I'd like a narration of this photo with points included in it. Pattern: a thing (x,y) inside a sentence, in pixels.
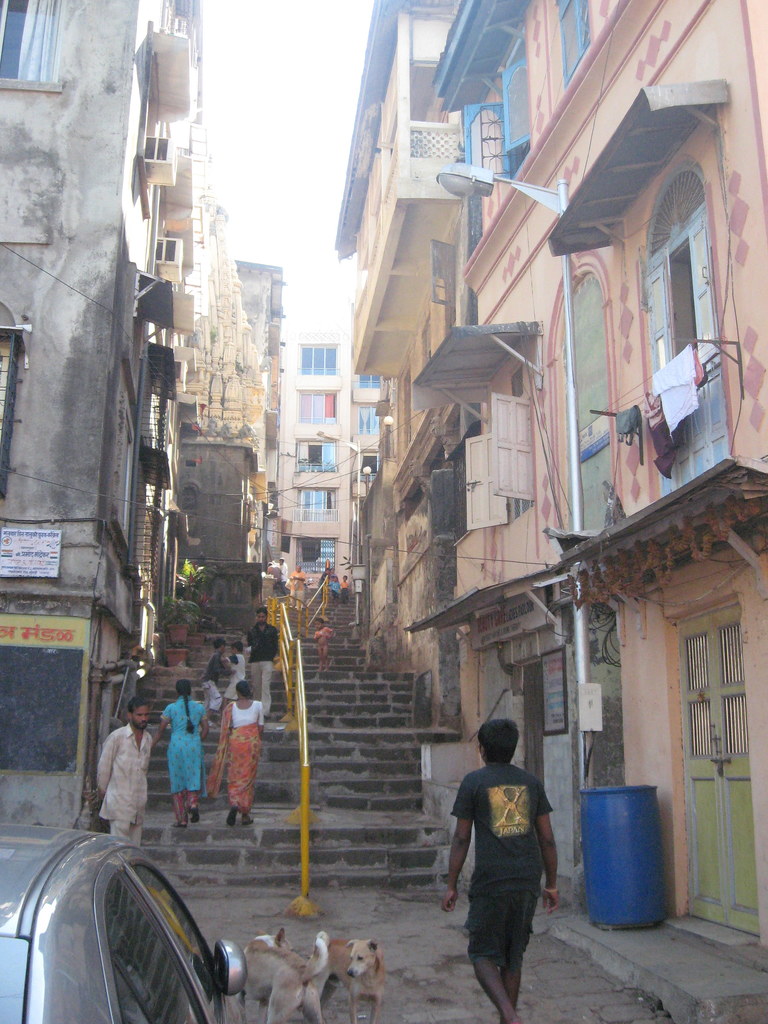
In this image there are buildings (425,385). At the center of the image (316,663) there are stairs (336,723) where people (231,735) are walking on the stairs (244,635). In front of stairs (214,862) there is a car (159,893). Beside the car (240,948) there are two dogs (334,964). At the top (294,159) there is sky (321,262).
